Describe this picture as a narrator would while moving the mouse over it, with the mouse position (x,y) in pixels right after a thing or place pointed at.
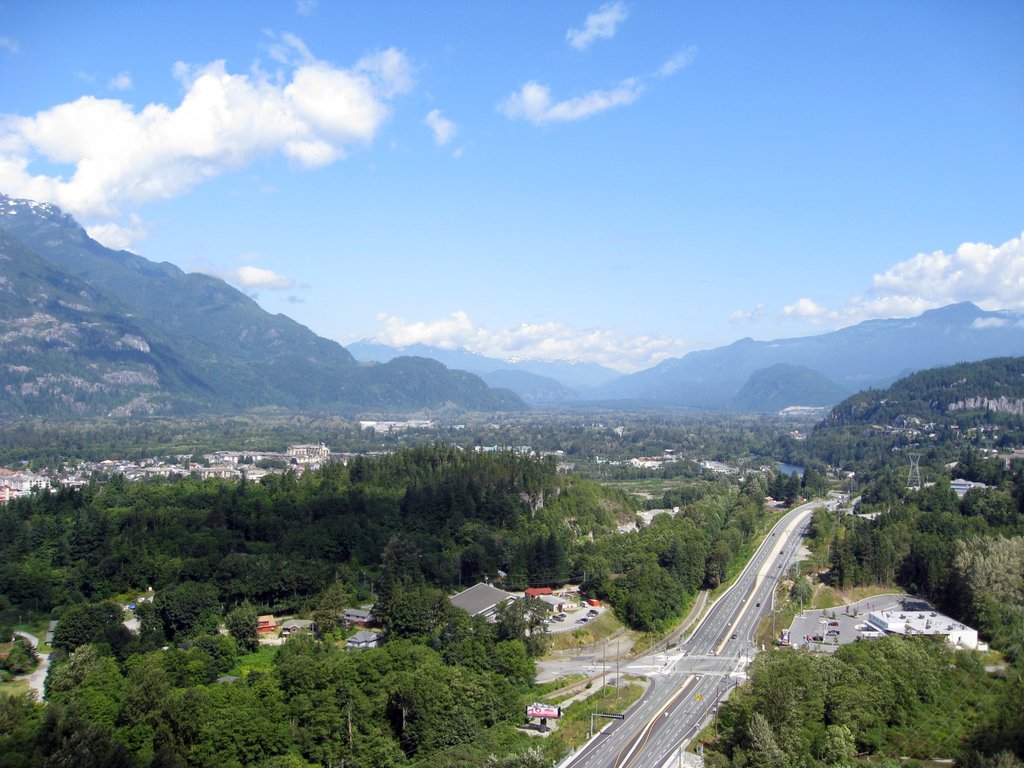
In this image I can see two roads (713,640) in the centre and on the both side of it I can see number of trees (670,618), few poles (618,643) and number of buildings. In the background (1007,308) I can see mountains (73,415), clouds (1007,277) and the sky (576,204).
